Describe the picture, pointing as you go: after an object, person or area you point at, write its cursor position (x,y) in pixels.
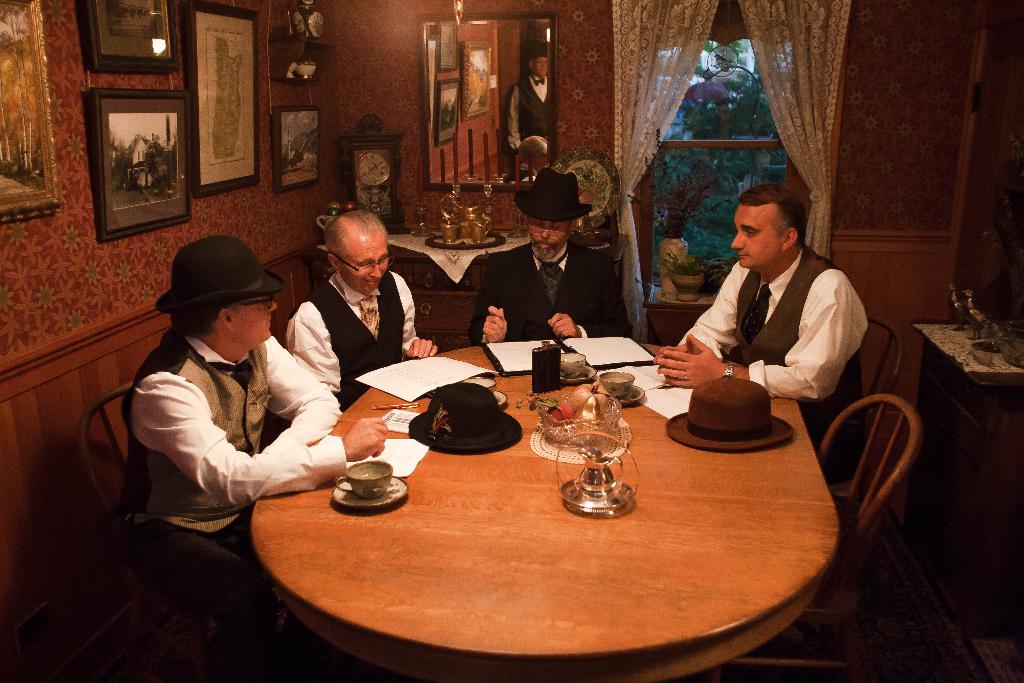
Here we can see a group of people (267,345) sitting on the chair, and in front (358,479) here is the table (457,475) and cups (374,486) and some objects (587,421) on it, and here is the wall (82,173) and photo frames (143,115) on it, and here is the mirror (496,75), and here is the window (734,110).
